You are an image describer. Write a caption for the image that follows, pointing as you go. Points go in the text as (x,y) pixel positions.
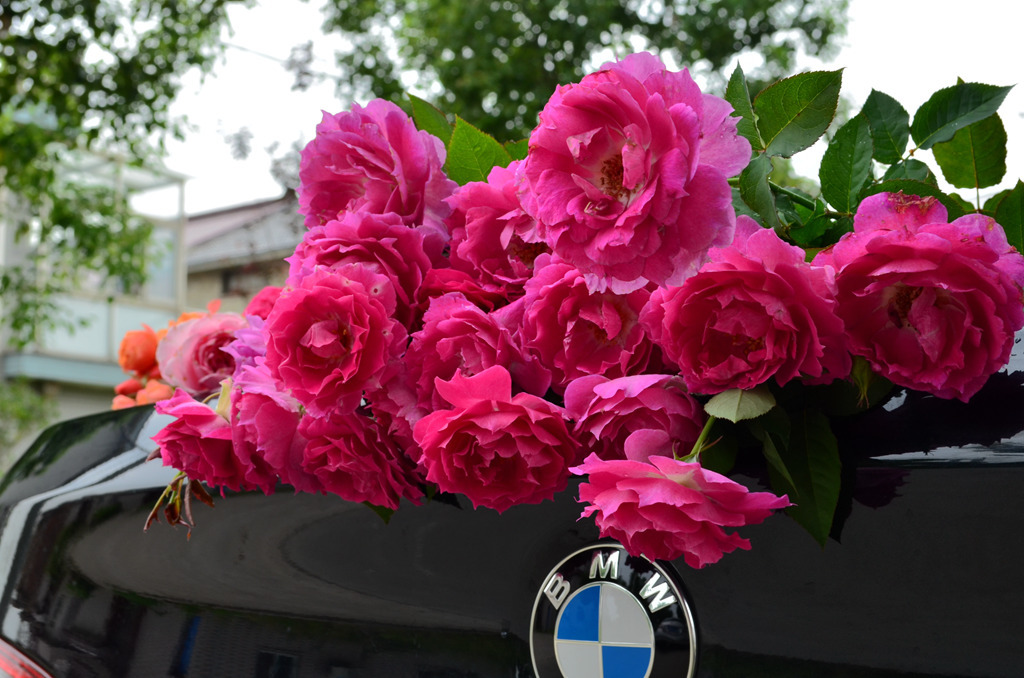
In this image we can see a vehicle (360,530), on the vehicle (159,593), we can see some rose flowers (266,447), there are buildings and trees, in the background (760,49), we can see the sky (1022,32).
